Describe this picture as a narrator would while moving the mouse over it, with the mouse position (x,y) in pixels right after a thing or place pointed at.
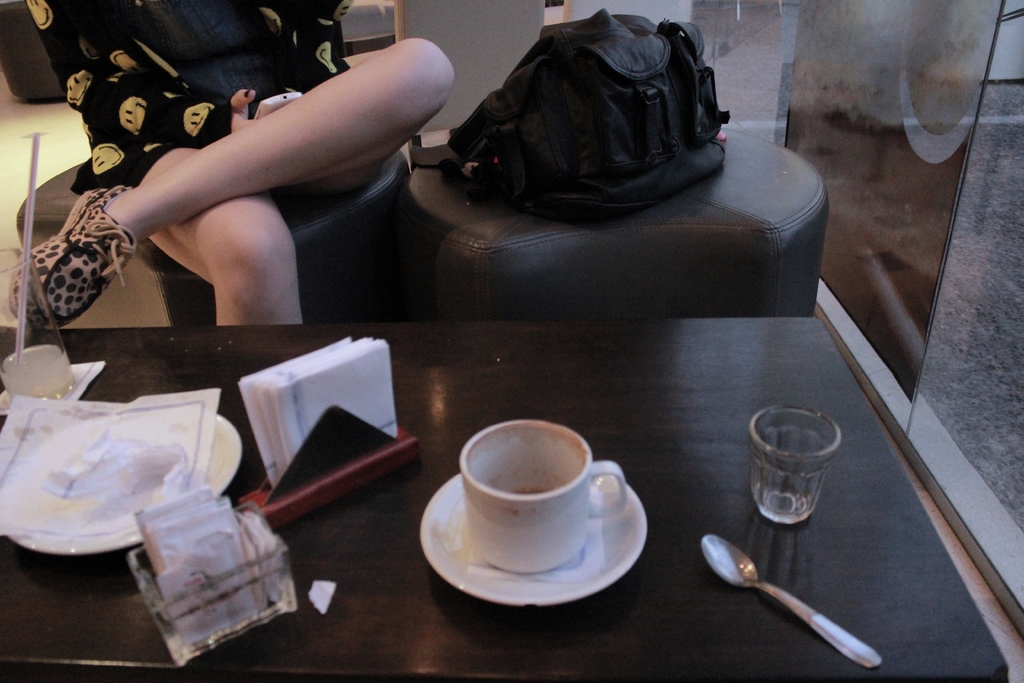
In this image there is a lady person (105,226) who is wearing shoes (60,277) sitting on the chair (353,240) operating her phone (287,101) and at the right side of the image (713,79) there is a backpack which is placed on the chair (624,251) at the foreground of the image (455,361) there is a table (440,359) on which there are tea cups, glass (799,415), spoon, tissue papers (329,377) and a glass straw (22,290).
